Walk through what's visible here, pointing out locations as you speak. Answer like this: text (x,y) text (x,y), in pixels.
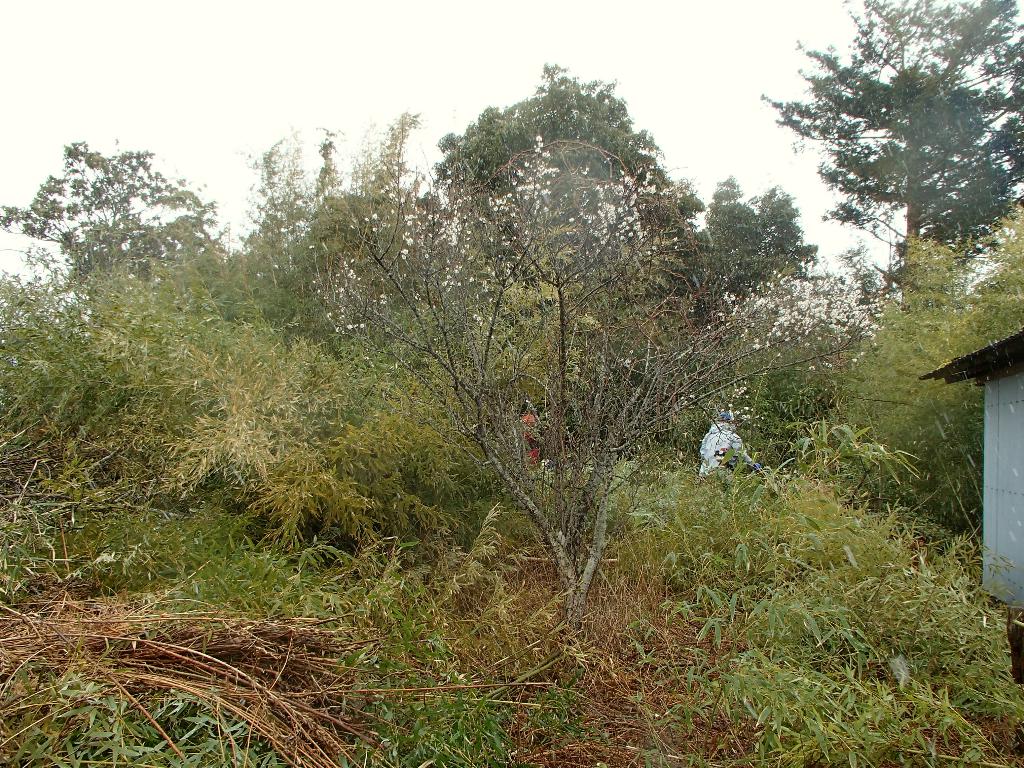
In this image we can see many trees (474,435) and plants (696,674). We can see the sky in the image. There is a shed (992,412) at the right side of the image (1000,439). There are few people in the image.
